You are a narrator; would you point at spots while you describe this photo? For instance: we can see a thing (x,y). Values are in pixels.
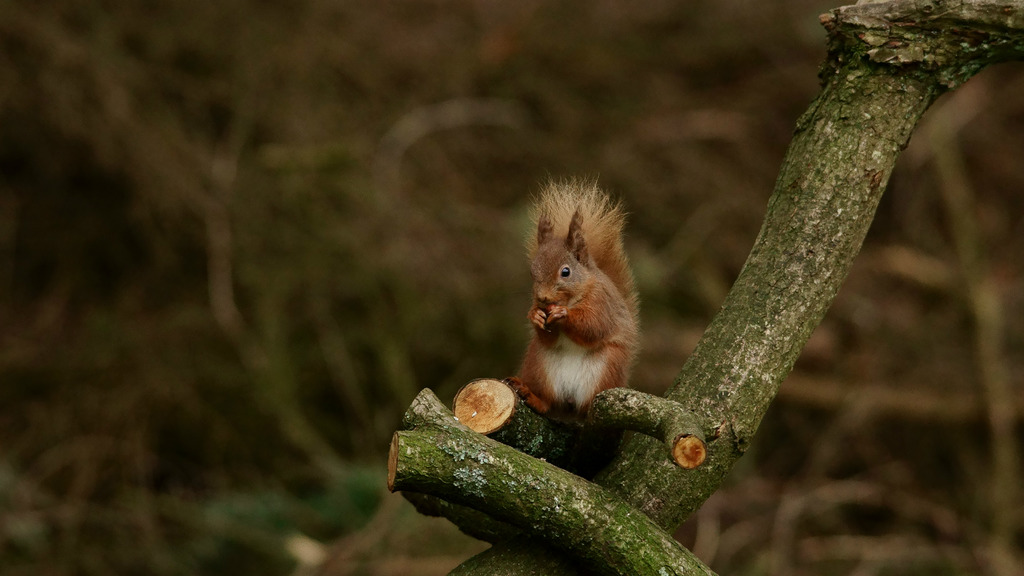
In the image there is a squirrel (620,351) sitting on the branch (855,148) of a tree (516,403).
